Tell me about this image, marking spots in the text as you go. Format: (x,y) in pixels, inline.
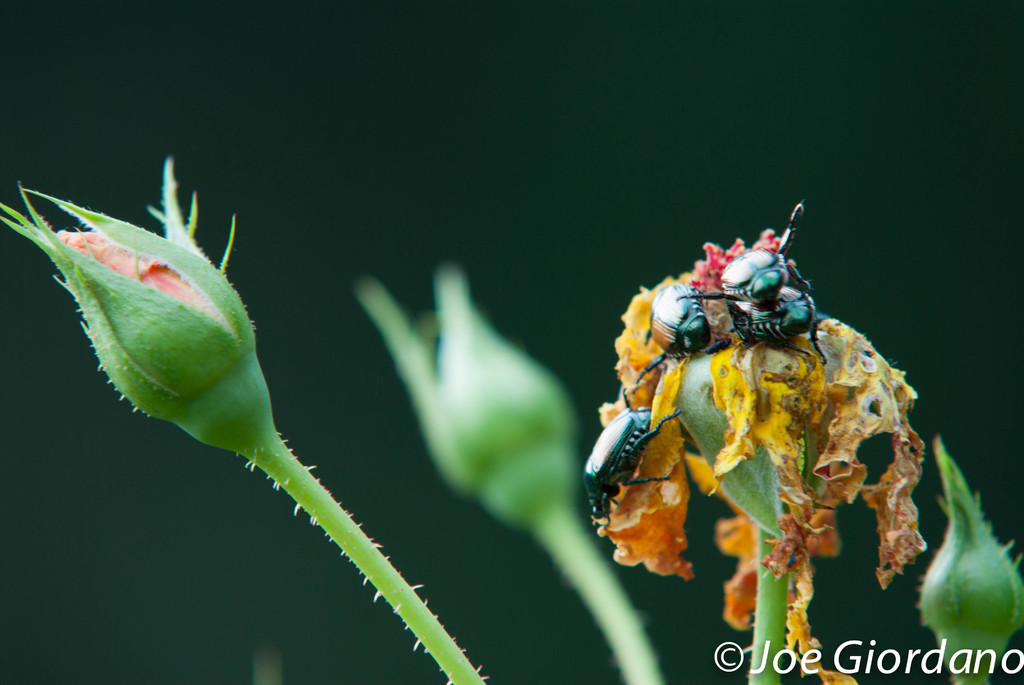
In the picture we can see there some flower buds (950,474) and on the flower (752,355) there are some beetles (760,330). In the bottom right corner of the image (887,660) we can see watermark (861,658). In the background (579,98) it is dark.
